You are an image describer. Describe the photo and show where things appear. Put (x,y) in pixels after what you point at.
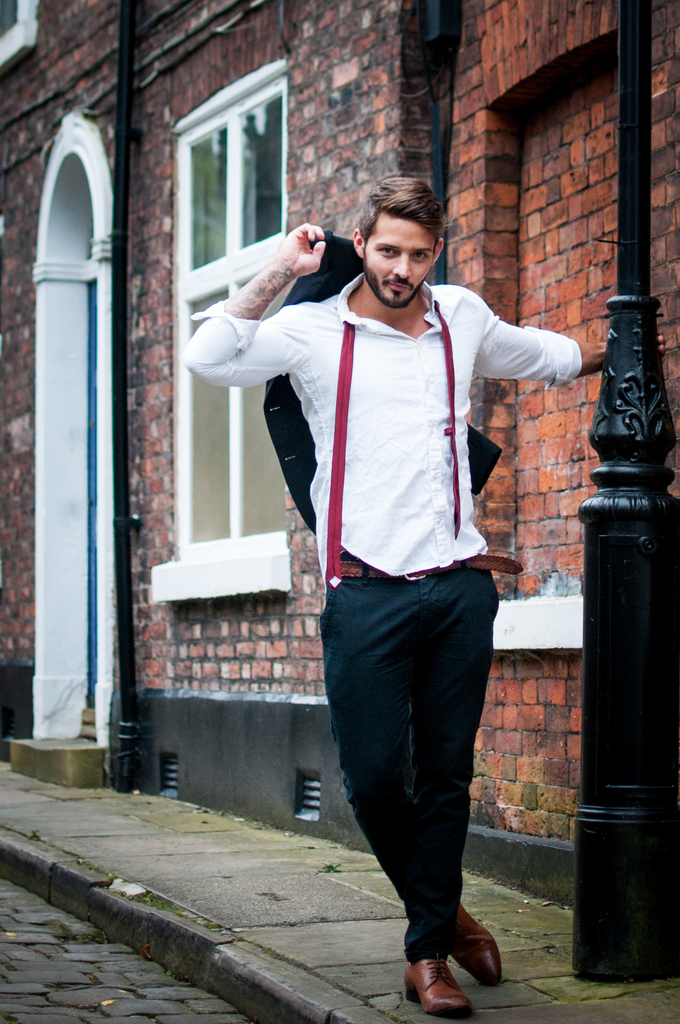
In this image I can see a person (424,517) standing and posing for the picture holding a pole (638,131). I can see a building (106,99) behind him.
